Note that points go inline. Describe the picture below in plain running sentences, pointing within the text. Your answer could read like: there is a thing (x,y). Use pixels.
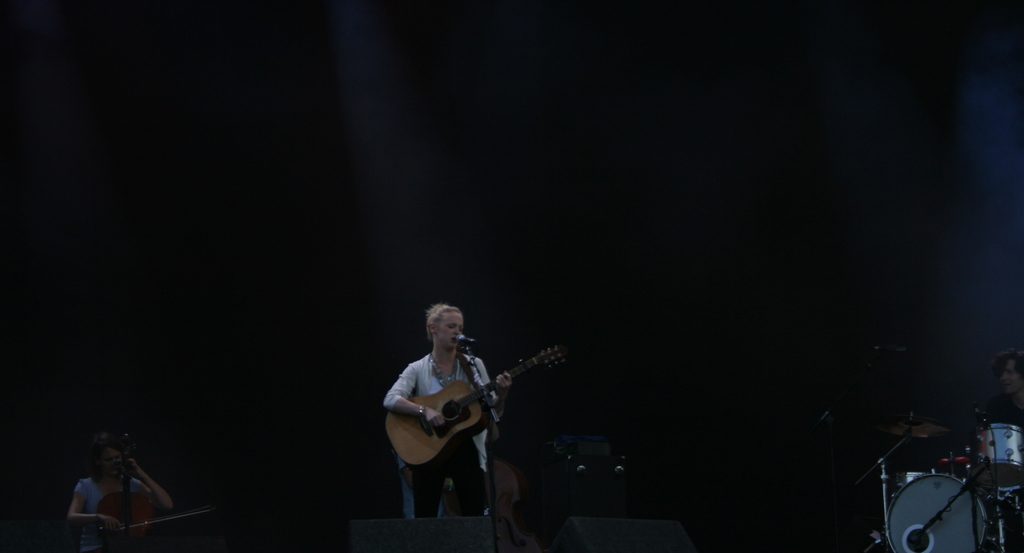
In this picture a lady (441,327) is playing a guitar (456,401) with a mic (472,340) in front of her. In the background (117,535) a lady (120,492) is playing a cello (145,528) and to the right side of the image (979,430) a guy (1004,391) is playing a musical instrument (909,503). The background (771,314) is black in color.
